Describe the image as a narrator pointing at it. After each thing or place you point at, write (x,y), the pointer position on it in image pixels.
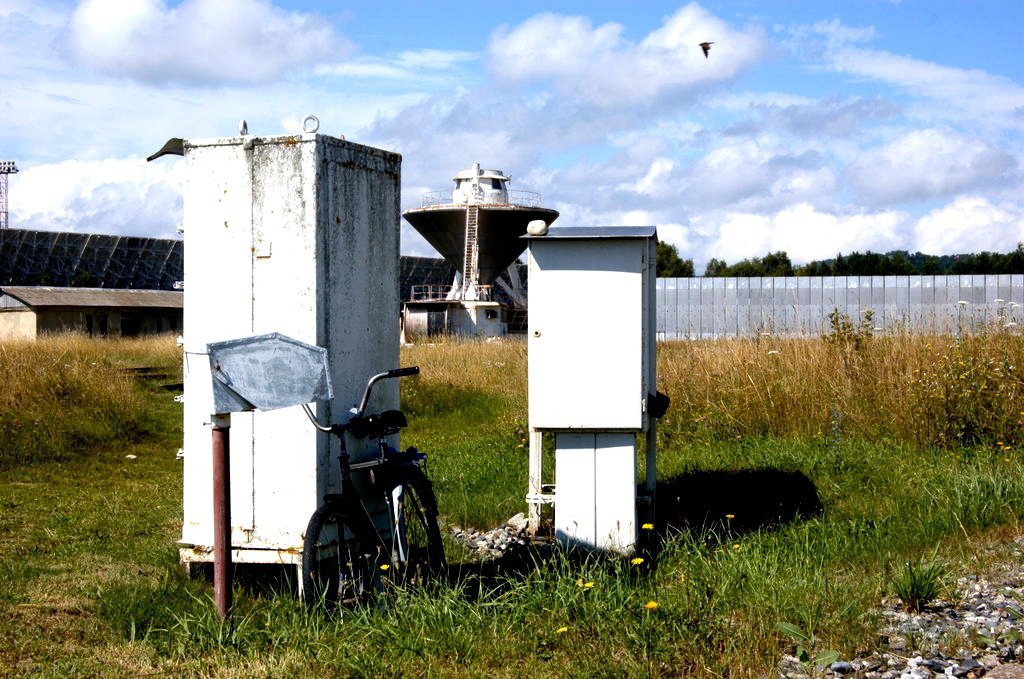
In this picture I can see there is a bicycle (343,530) and there is grass (742,450) on the floor (374,667) and there are plants (819,371) and there are two white boxes (601,354) on to left side (328,227) and there is a wall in the backdrop (133,259) and there is a building (38,294) on to left (92,286) and there is a water tank (489,221) here and the sky (424,71) is cloudy.
